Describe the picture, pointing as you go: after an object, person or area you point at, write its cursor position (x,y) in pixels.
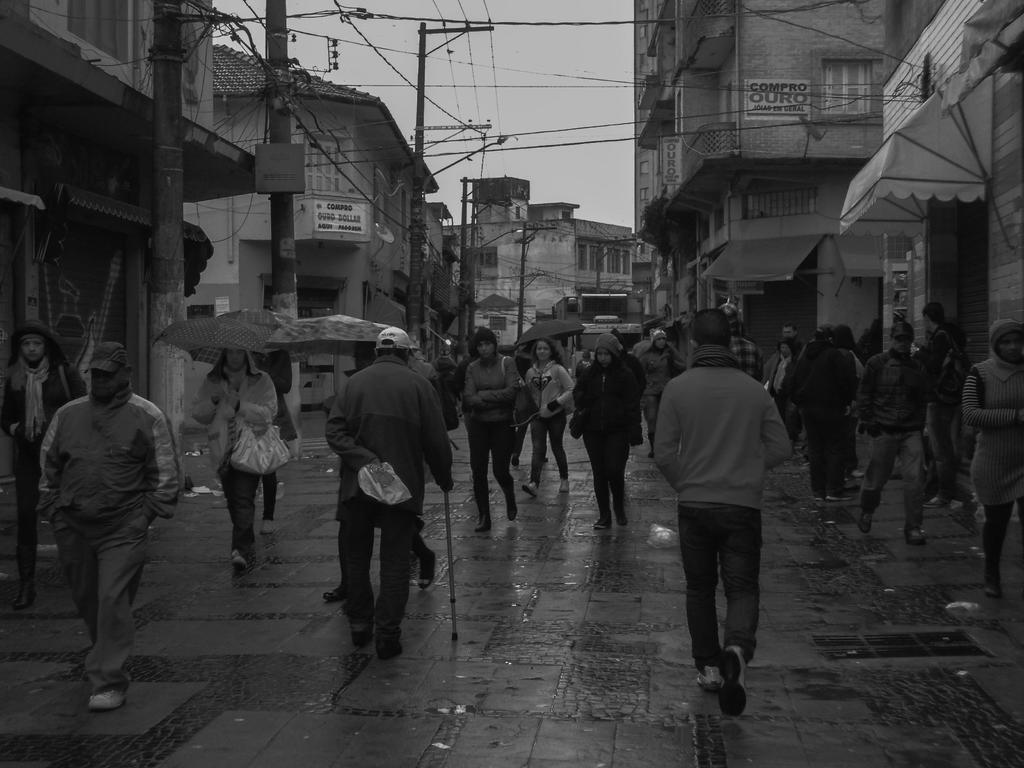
This is a black and white image. In the center of the image (521,376) we can see some persons (17,421) are walking and some of them are holding umbrellas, stand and bag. In the background of the image (142,254) we can see buildings (104,181), poles (164,234), wires (460,6), boards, tent (906,191). At the top of the image (448,57) we can see the sky (436,71). At the bottom of the image (577,680) we can see the road (550,674).
